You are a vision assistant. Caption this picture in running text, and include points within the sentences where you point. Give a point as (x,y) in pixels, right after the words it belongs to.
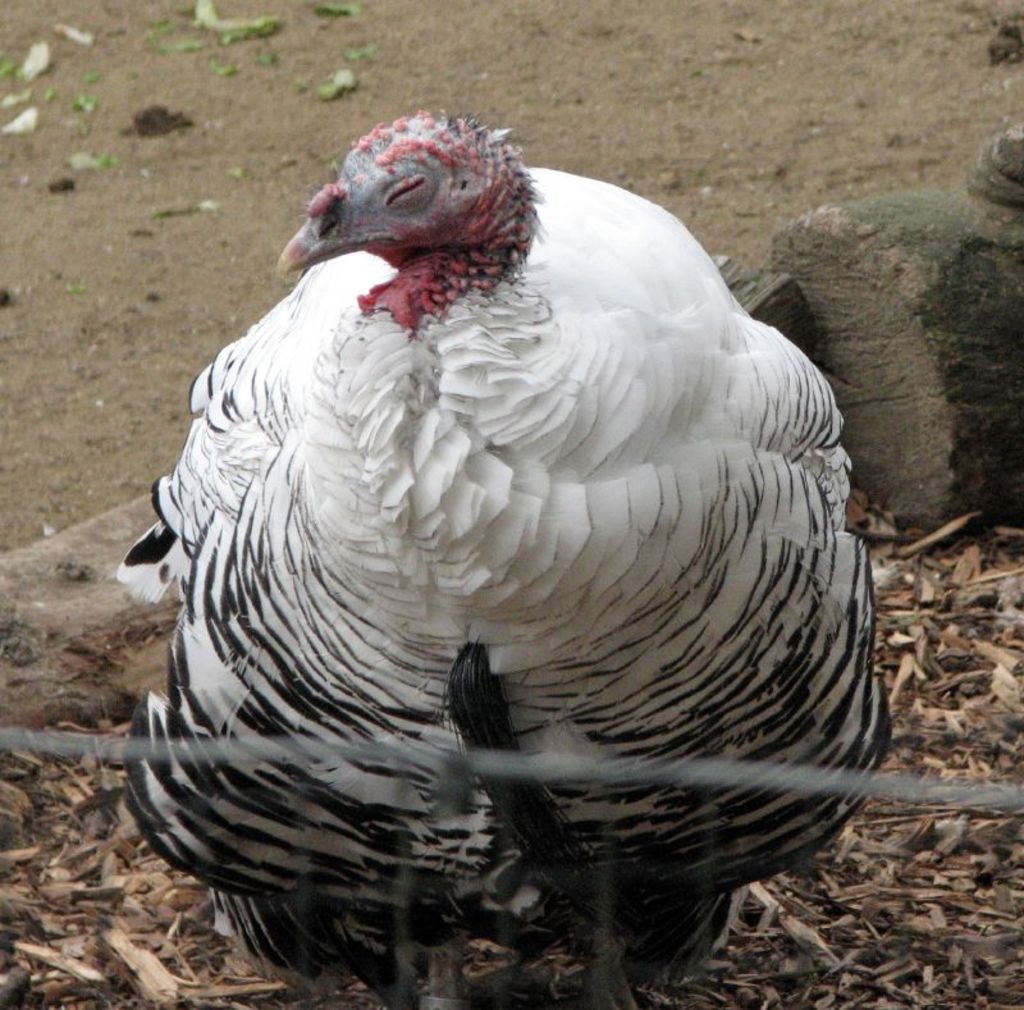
In this picture we can see a royal palm turkey (599,615) in the front (605,621), at the bottom (920,878) there are some pieces of wood (940,644), we can see a wire (548,771) here.
